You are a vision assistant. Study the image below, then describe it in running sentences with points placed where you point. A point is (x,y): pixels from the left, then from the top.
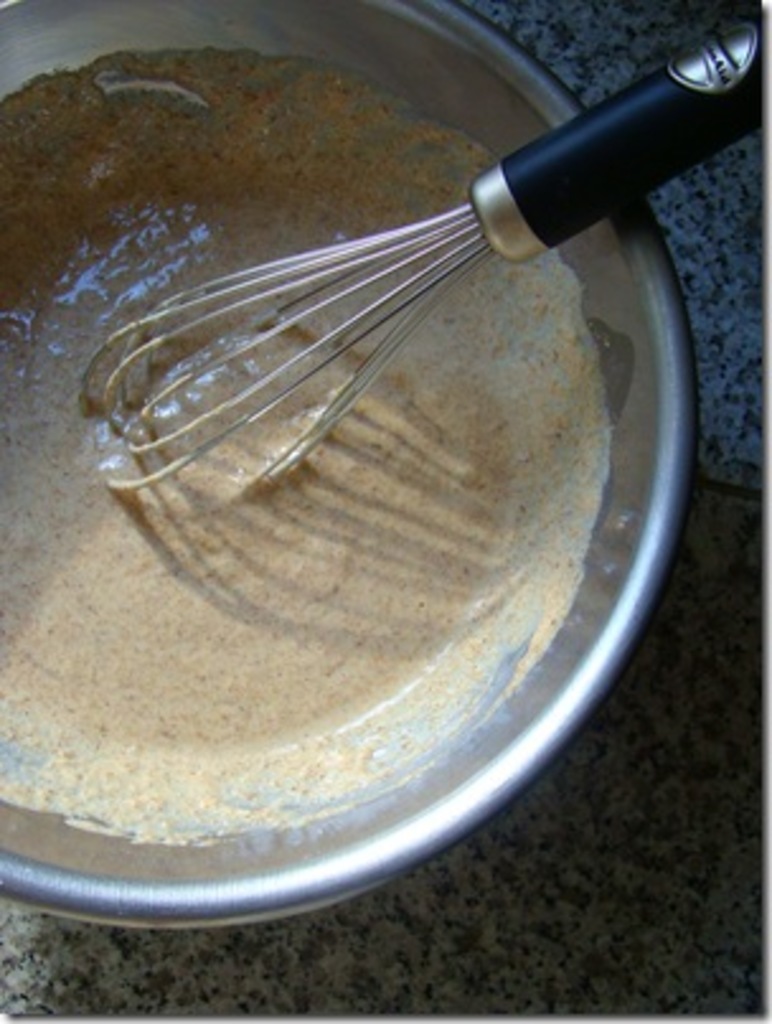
In this image we can see a food item (328,174) in the bowl (376,833), also we can see the egg beater (663,70), which are on the granite (618,32).
